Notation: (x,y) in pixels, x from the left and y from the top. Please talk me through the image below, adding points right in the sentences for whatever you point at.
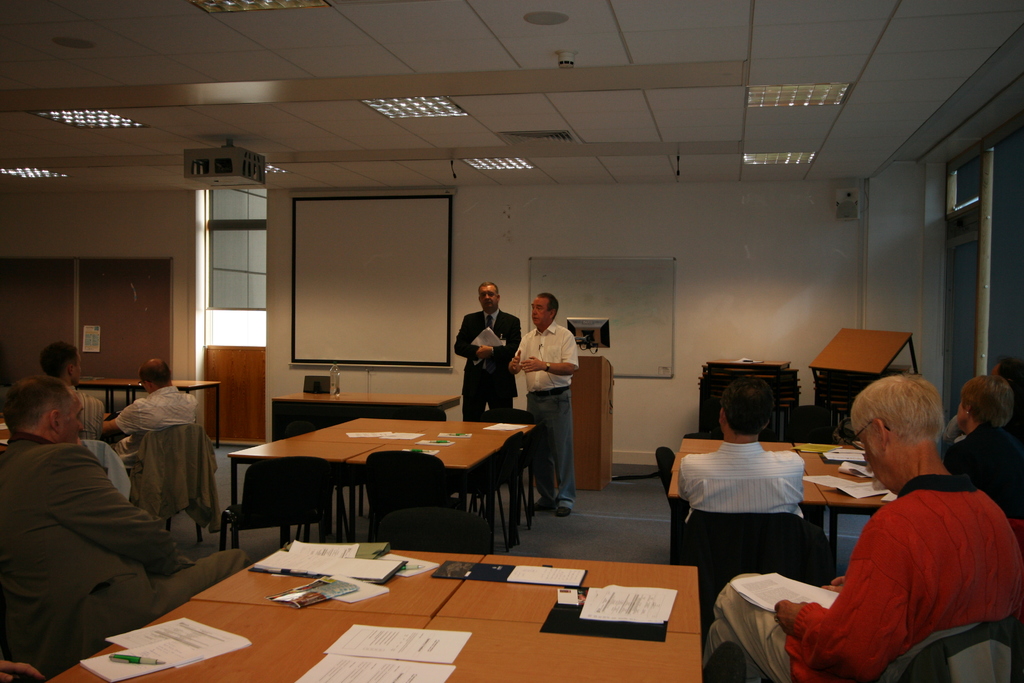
In the center (554,342) we can see two persons (485,291) were standing. On the left side (27,483) we can see three persons (57,349) were sitting. On the right side (767,507) we can see some persons (909,462) were sitting. In the center (477,445) we can see the tables (389,615) and chairs (499,468). And coming to the background (530,224) we can see the wall (502,269) and board (395,256).
